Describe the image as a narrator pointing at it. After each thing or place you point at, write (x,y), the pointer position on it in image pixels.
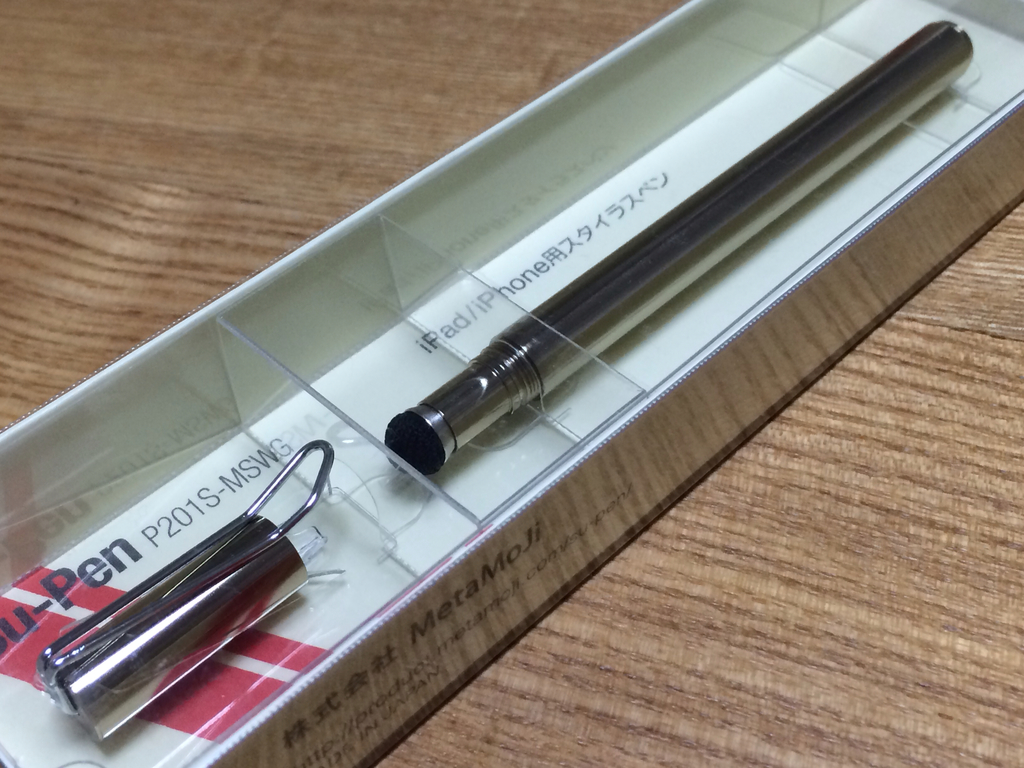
In the picture there is an object (512,380) kept in a box (422,348) and placed on a table (659,599).
